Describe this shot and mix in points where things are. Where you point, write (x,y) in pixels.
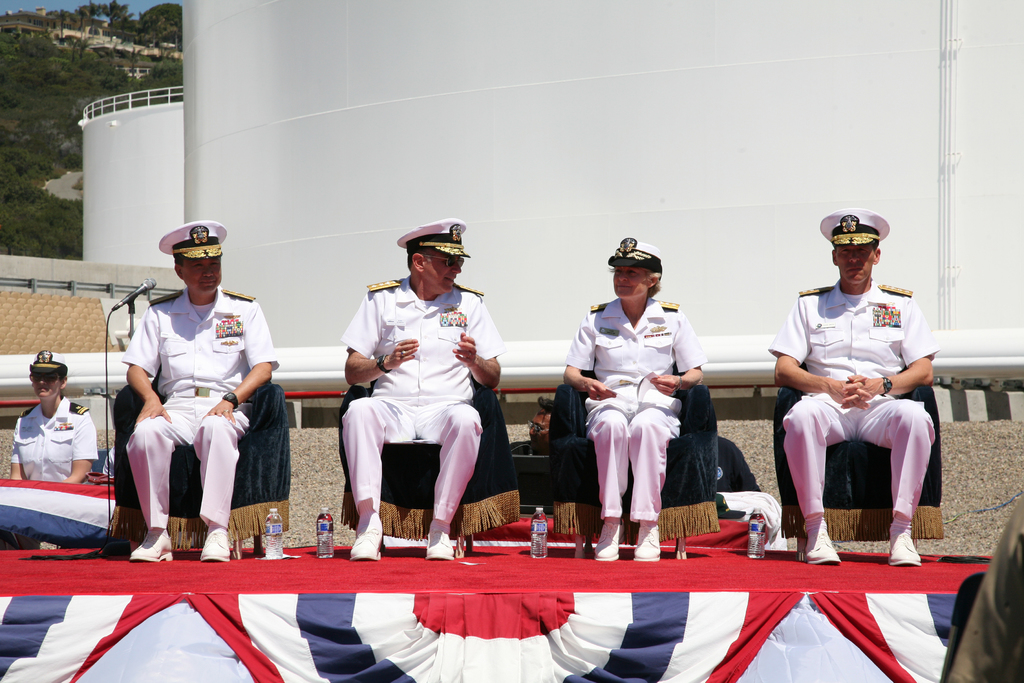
In this image there are four people (491,349) in the uniform (366,402) are sitting on the stage (503,557), there are water bottles (536,545) on the stage (593,582), there is a another person (77,430) in the uniform (88,447) near the stage (608,584), there are two constructed tanks (167,141), a fence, buildings (98,37) and trees (34,204).
